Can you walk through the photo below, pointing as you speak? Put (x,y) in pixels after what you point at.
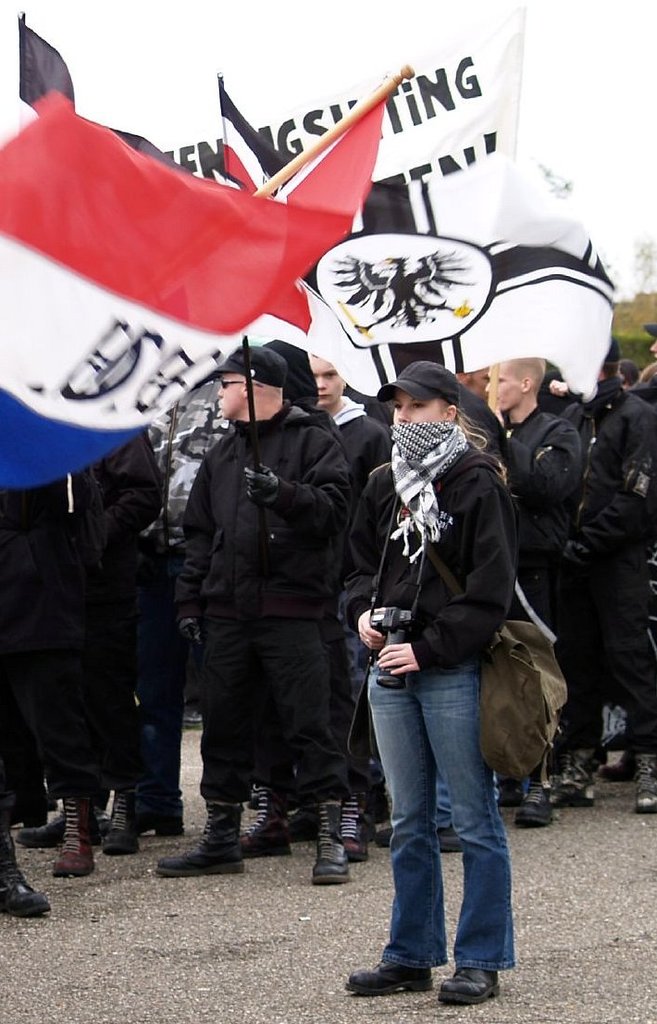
In this picture I can see there is a group of people (326,460) standing, they are wearing black shirts (309,399), coats (326,476) and shoes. They are holding banners (409,256) and there is something written on it. There is a person (452,521) standing on the right side (439,602), holding a camera (387,631) and the person (404,466) is wearing a cap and tie a kerchief (395,453) to the face (431,415). In the backdrop (635,241) to the right side (638,337), I can see there are trees (615,314) and the sky (621,287) is clear.
